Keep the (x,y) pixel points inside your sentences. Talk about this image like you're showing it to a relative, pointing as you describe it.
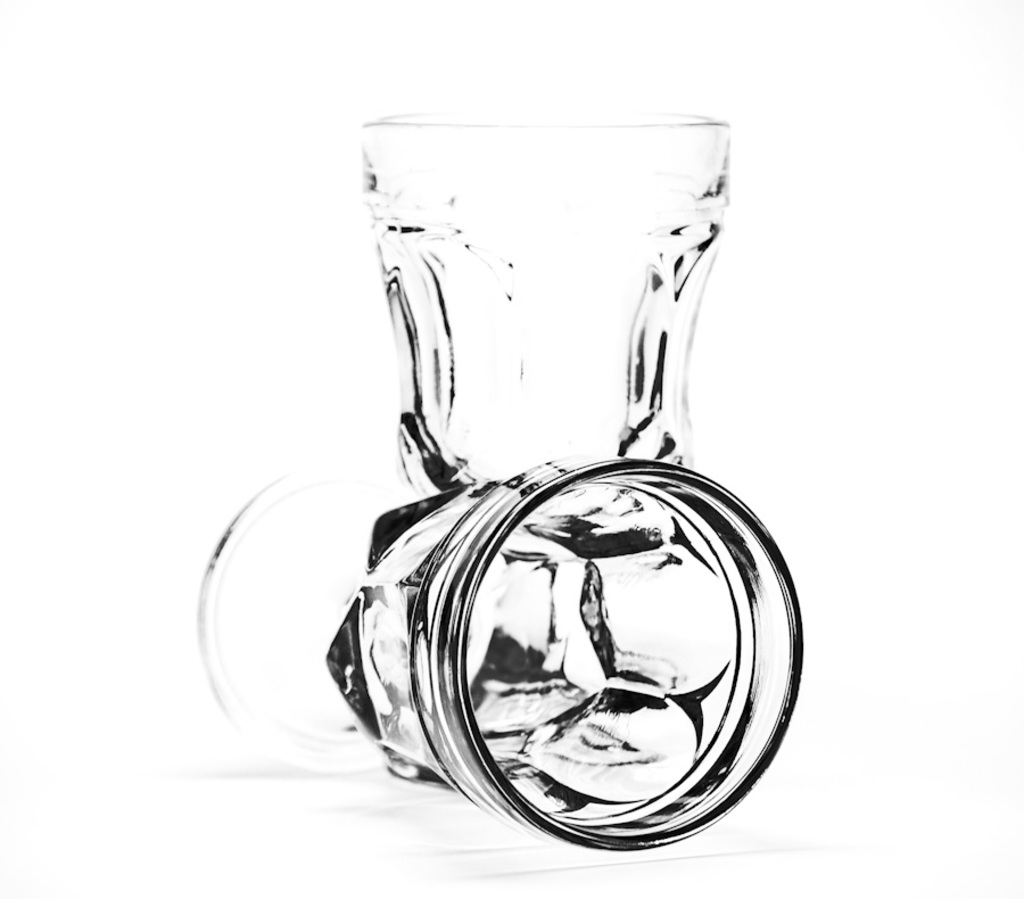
This picture shows few glasses (535,442) and we see white background (385,60).
